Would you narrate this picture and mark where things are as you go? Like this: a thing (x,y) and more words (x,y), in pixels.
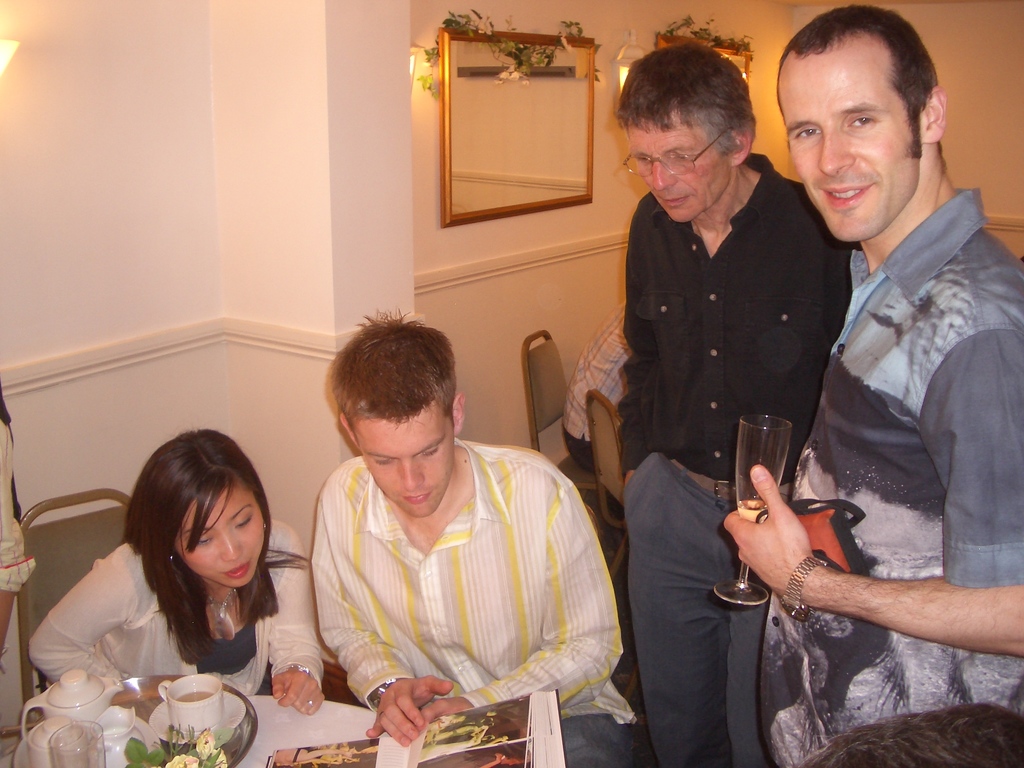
In the image we can see there are people (439,449) sitting and two of them are standing, they are wearing clothes (676,564). There is a person (969,543) on the right side of the image (972,516) wearing wrist watch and the person (854,205) is smiling. Here we can see a mirror (544,167), lights (11,58) and the wall (108,192). Here we can see the table (272,749), on the table (258,752) there is a book (351,749), plate (253,735), glass (79,753), flowers (185,749) and on the plate (153,692) there is a cup (179,697), saucer (225,702) and teapot (87,705).
